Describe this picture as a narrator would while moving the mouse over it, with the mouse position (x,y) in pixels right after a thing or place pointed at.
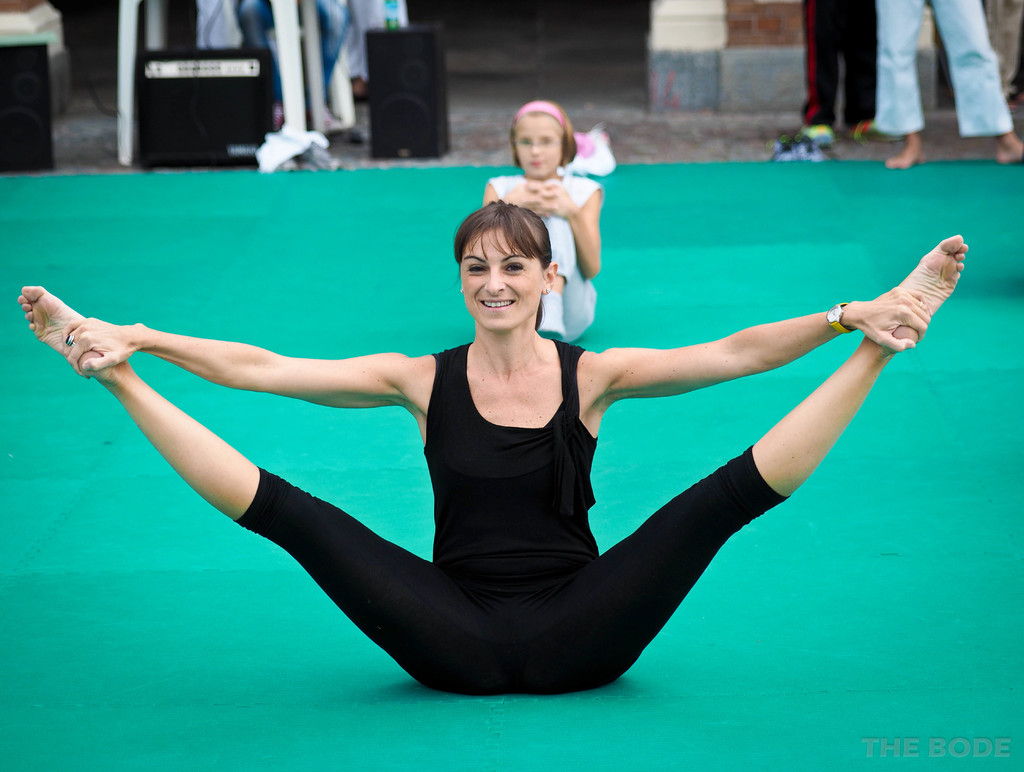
In the foreground (480,380) we can see a woman (704,528) doing aerobics on a green mat (497,171). In the center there is a girl (529,182) sitting. On the top (328,69) there are people (333,71), stand (294,75), floor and some other objects (406,77).
